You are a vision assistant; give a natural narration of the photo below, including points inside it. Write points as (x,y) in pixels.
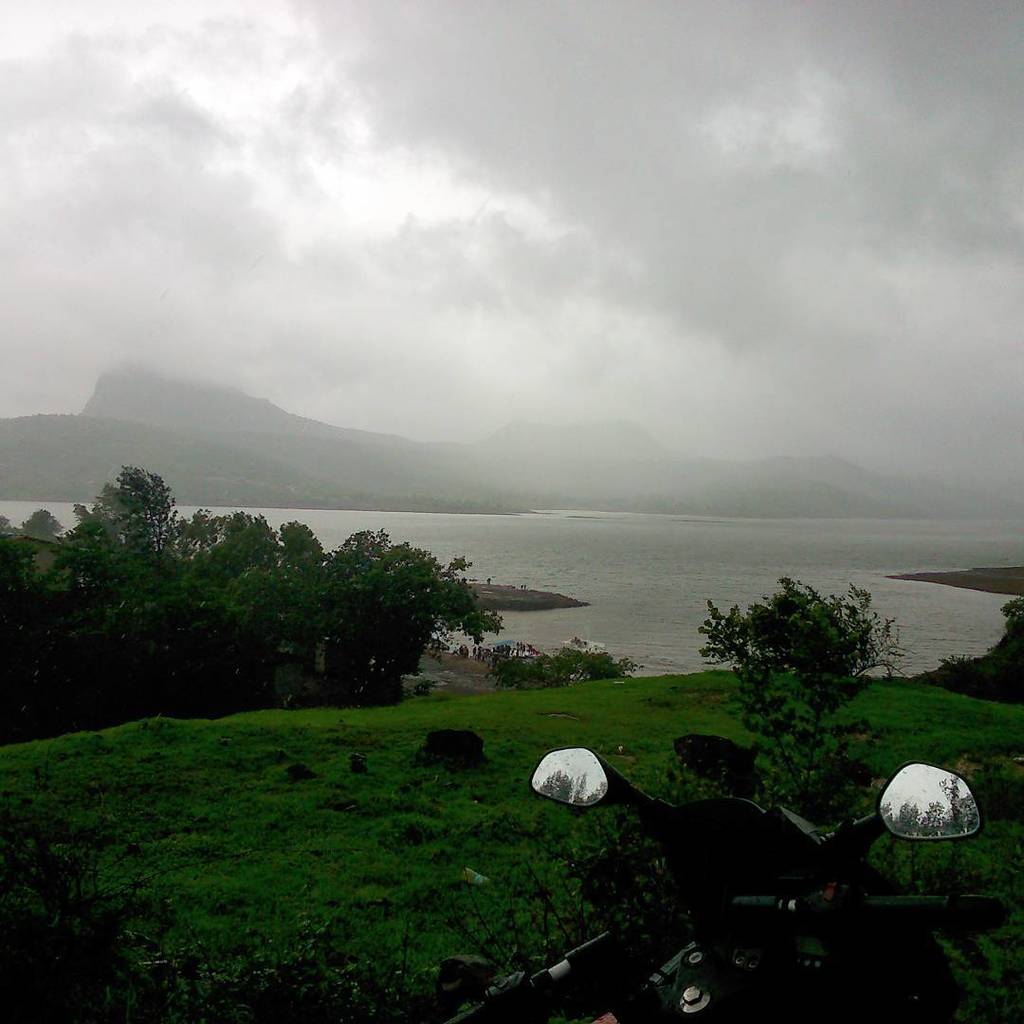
It is beautiful scenery there is a grass (533,804) and a vehicle (768,847) is parked on the grass (283,754), there are some trees (297,587) in the front (345,576) and beside the trees (338,589) there is a sea (556,560).
